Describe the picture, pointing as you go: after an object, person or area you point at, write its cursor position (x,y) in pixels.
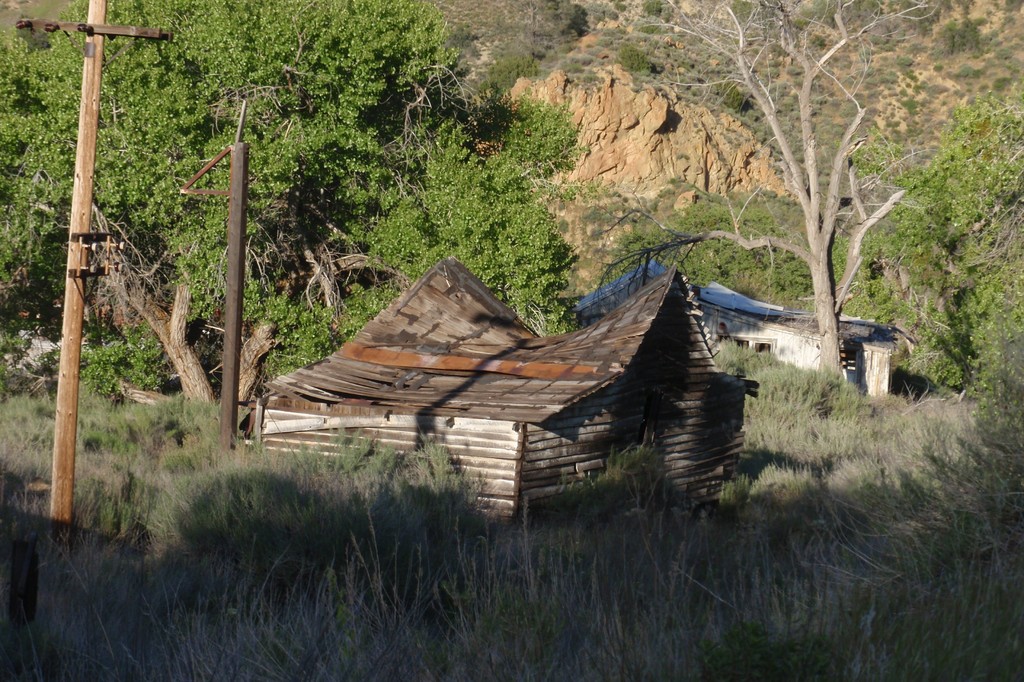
This image is taken outdoors. At the bottom of the image (284,595) there is a ground (635,565) with grass (770,528) on it. In the middle of the image (666,435) there is a hut (538,391) and a bark (173,319). In the background (546,226) there are many trees (465,182) and plants (745,261).
